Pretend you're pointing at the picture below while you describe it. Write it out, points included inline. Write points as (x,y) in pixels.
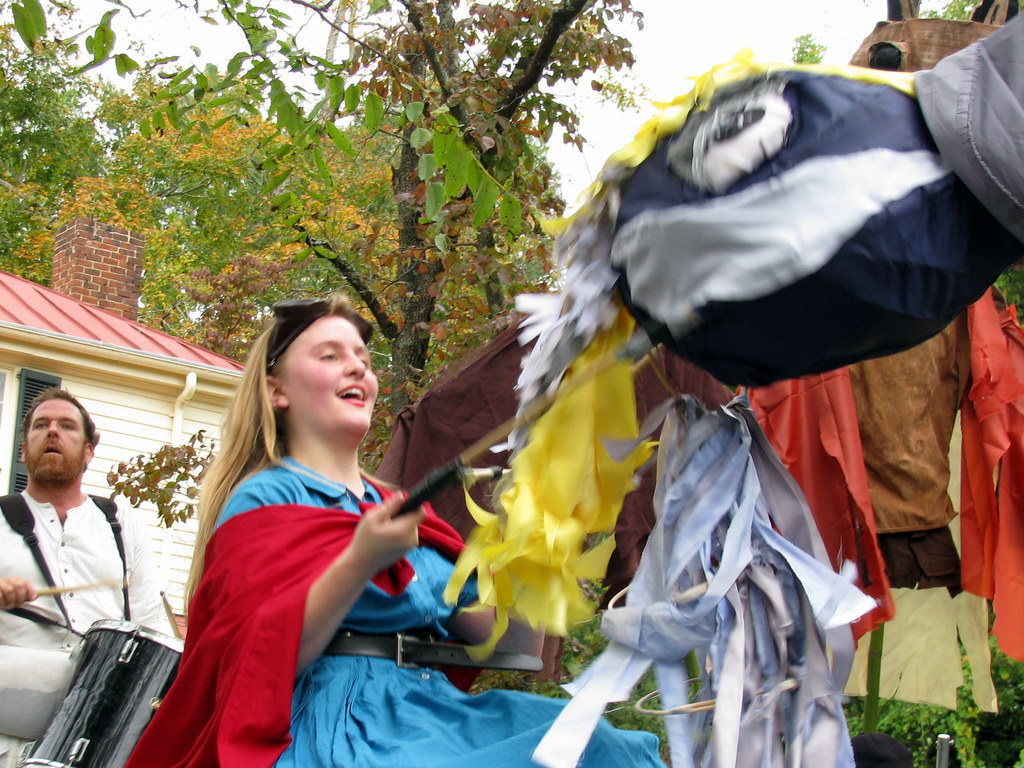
In the image we can see a woman (328,578) wearing clothes (277,573) and the woman (359,505) is holding an object (425,479) in her hand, behind her there is a man (107,551), holding a stick (53,594) in his hand (8,582) and this is a musical instrument (105,691). There is a building (179,380), trees (391,168) and a sky (675,39), these are the clothes (687,444).
